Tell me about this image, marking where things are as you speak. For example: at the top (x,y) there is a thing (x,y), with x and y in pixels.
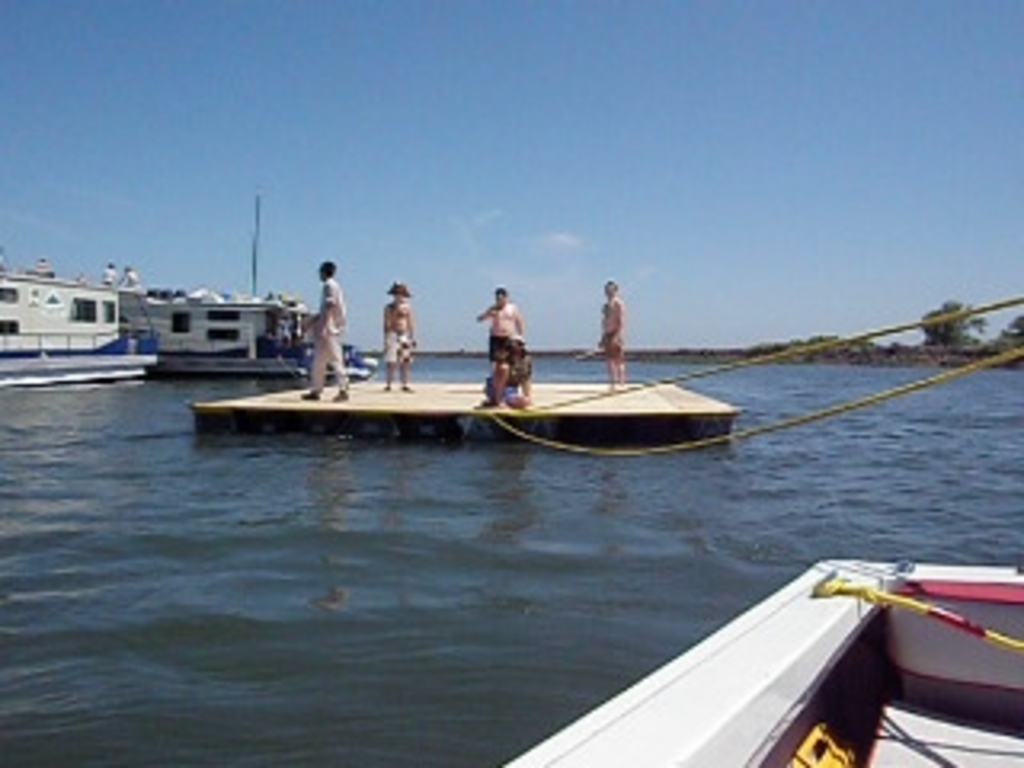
In front of the image there are a few people (318,347) on the wooden platform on the water (727,359) connected with ropes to a boat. Behind them there are people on the boats (152,296). In the background of the image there are trees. At the top of the image (417,234) there are clouds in the sky (417,234).
